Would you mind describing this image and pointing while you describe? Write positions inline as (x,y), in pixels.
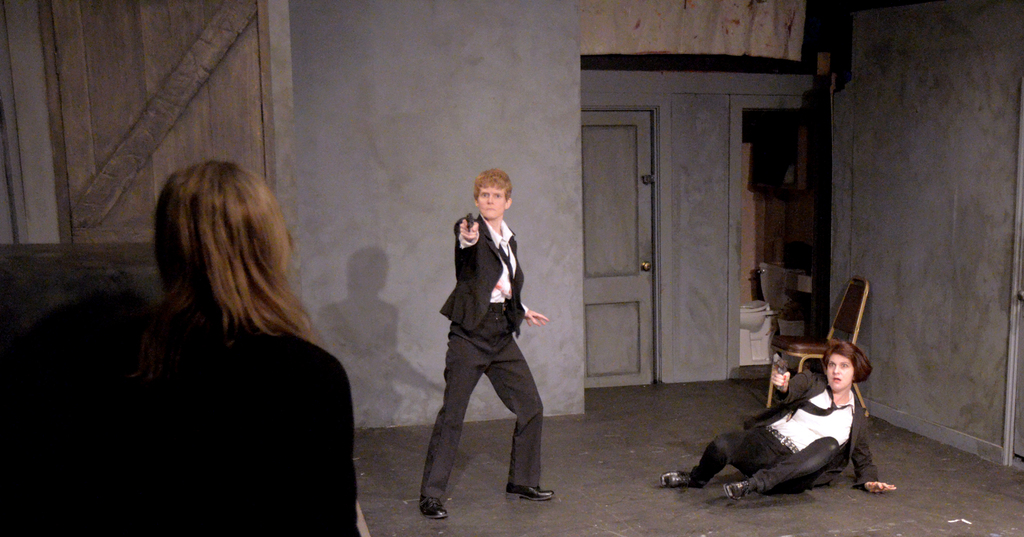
This picture shows an interior of a room (320,166). We see a woman (793,447) seated on the ground (721,422) and holding a gun (779,372) in her hand (779,372) and we see another woman (486,325) standing and holding a gun (468,215) in her hand (476,237) and we see a woman (83,513) standing on the side. We see a chair (790,354) and a toilet seat (744,339) and we see a wooden door (92,152) both the women (477,303) wore black color suits (495,334).
